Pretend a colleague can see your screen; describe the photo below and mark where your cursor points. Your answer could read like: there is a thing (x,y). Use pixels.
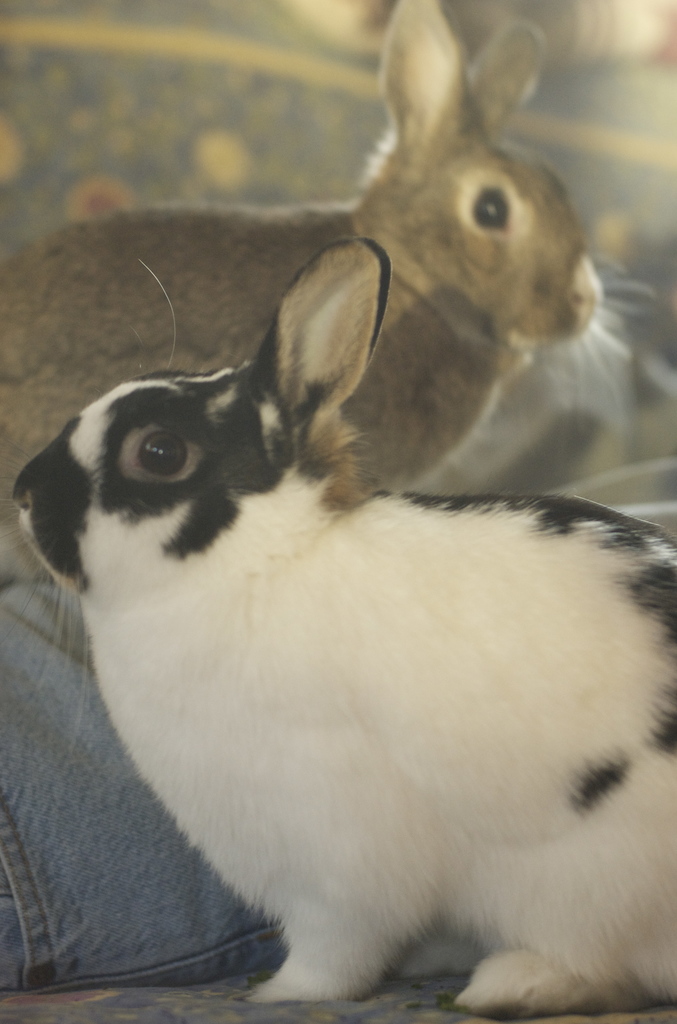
In the image in the center (344,344) we can see two rabbits (278,254). One is in black and white color and another one is in brown color.
